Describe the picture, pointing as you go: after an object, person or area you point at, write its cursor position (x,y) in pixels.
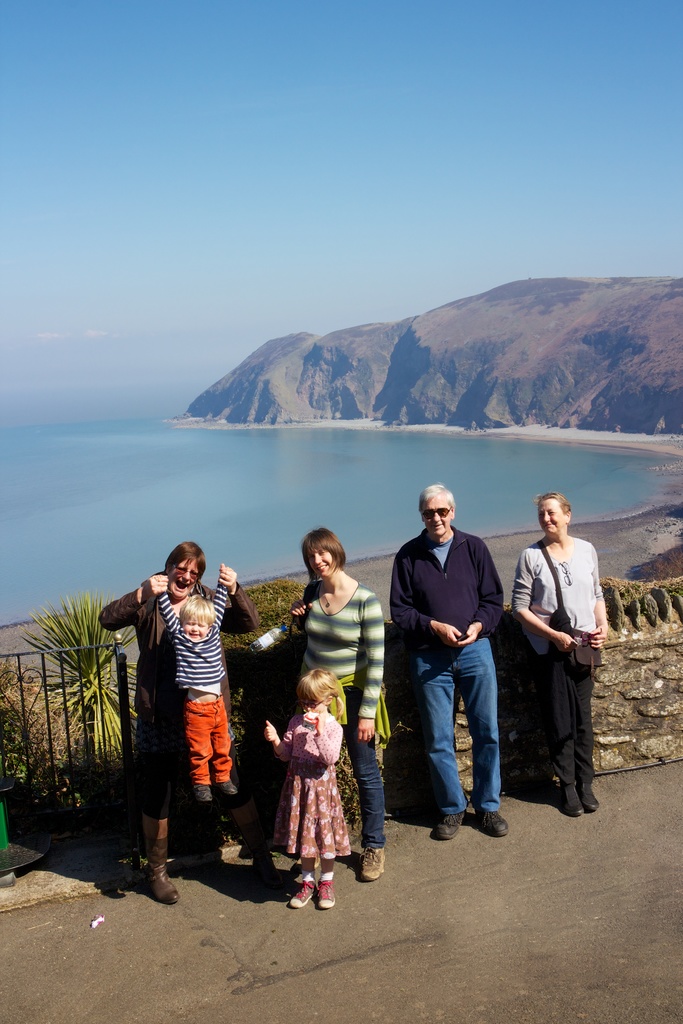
In this image we can see some people (310,691) standing and we can also see a fence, plants (71,613), hills (671,373) and sky (35,253).
